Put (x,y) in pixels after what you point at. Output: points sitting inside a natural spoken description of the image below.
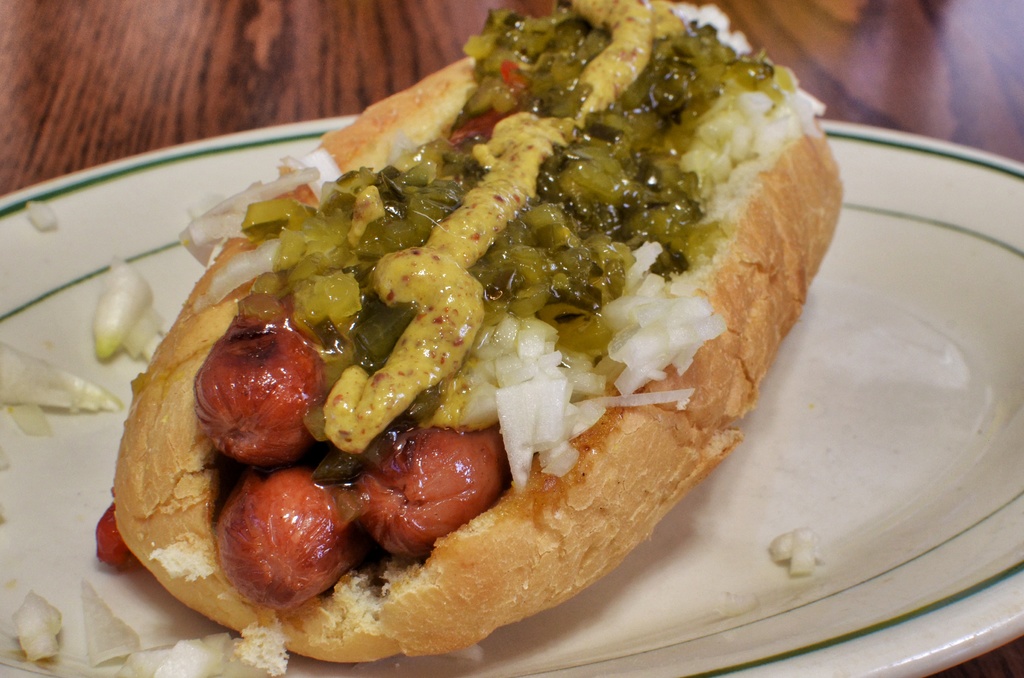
In the image there is a hotdog (509,227) with onions (502,390), sauce (421,349) on a plate (888,179) over a table (274,75).
